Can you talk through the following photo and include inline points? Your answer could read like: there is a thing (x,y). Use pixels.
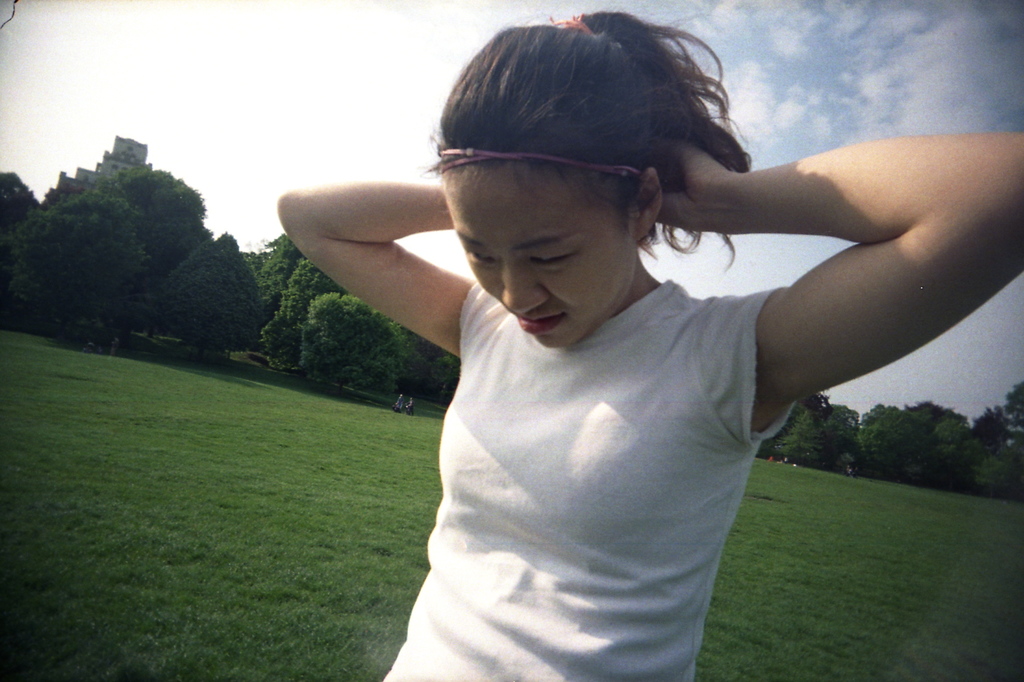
In the middle of the image (410,278) a woman (584,104) is standing. Behind her there is grass (77,365) and there are some trees (186,214). At the top of the image (970,69) there are some clouds (874,7) and sky (982,124).
